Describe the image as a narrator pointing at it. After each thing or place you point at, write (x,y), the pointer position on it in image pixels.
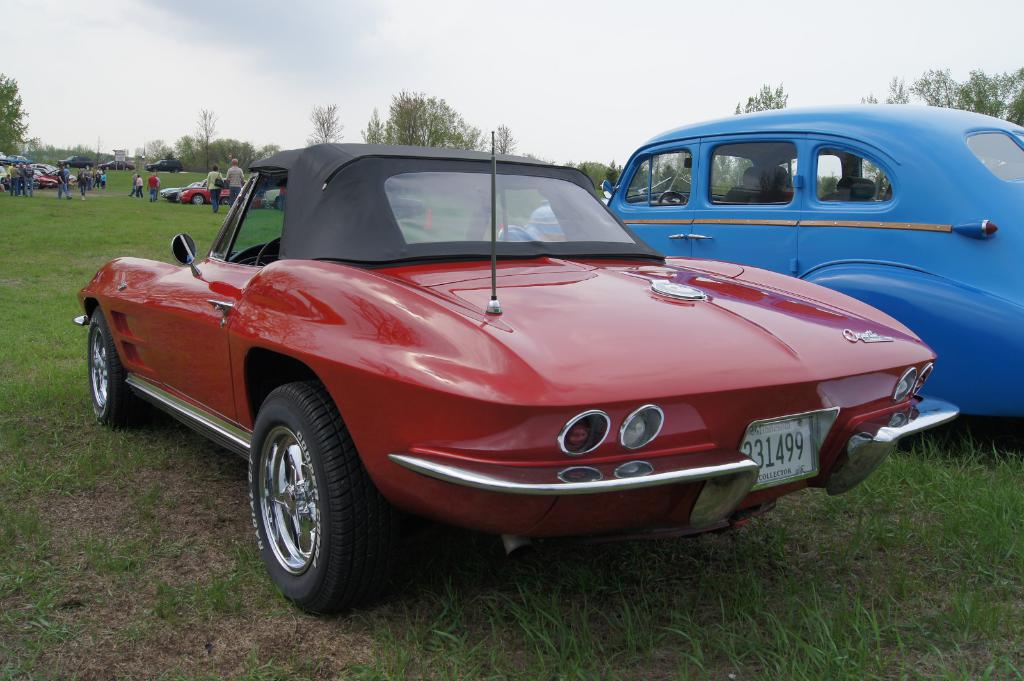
In this image I can see a ground (60,244), on the ground (218,222) I can see vehicles (302,220), persons (20,164), trees (230,146) visible, at the top (391,94) there is the sky (477,51) visible.
